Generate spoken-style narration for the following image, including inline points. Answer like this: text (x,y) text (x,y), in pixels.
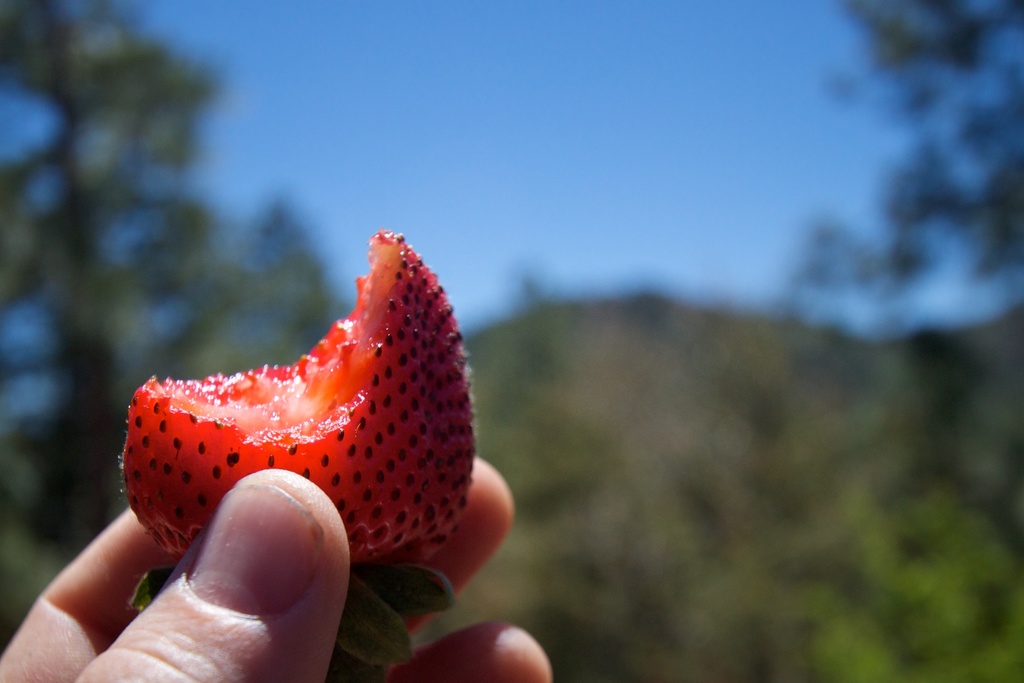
In this image we can see half eaten strawberry (352,500) which is held by person's hand (248,581) and in the background of the image (168,330) there are some trees (533,343) and clear sky (471,216).
